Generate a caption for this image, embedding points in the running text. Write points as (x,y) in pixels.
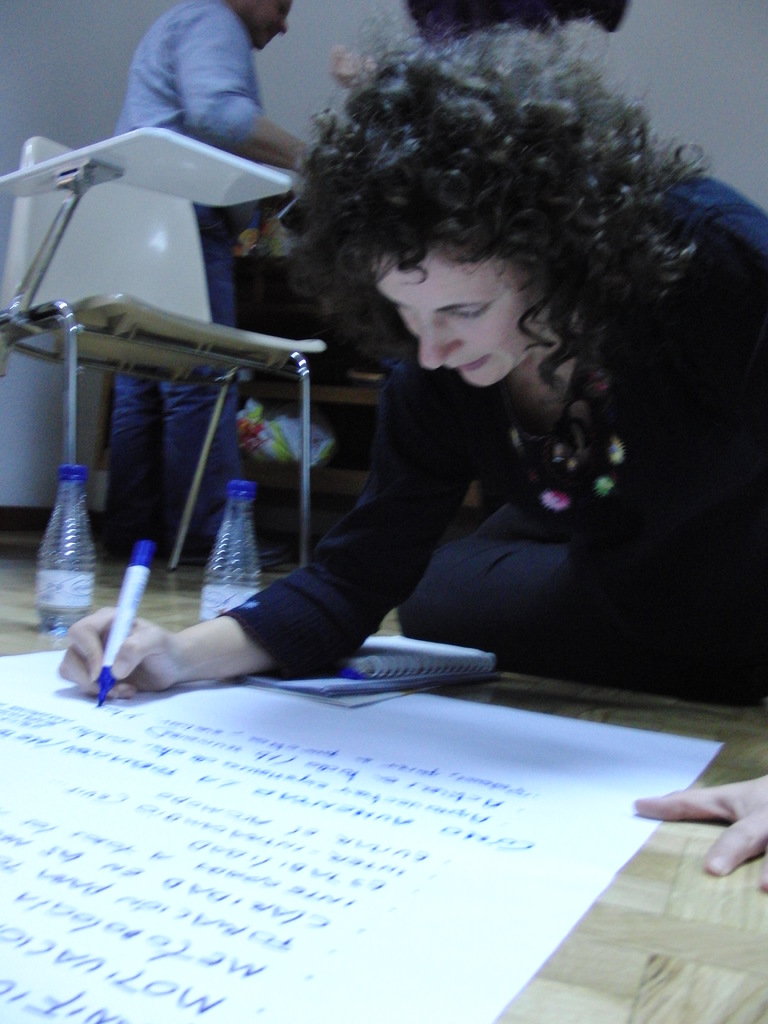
As we can see in the image there are two people (603,397), chair (98,298), bottles (235,527) and a white color wall (729,52). The woman (567,232) over here is writing on white color sheet (475,784).
